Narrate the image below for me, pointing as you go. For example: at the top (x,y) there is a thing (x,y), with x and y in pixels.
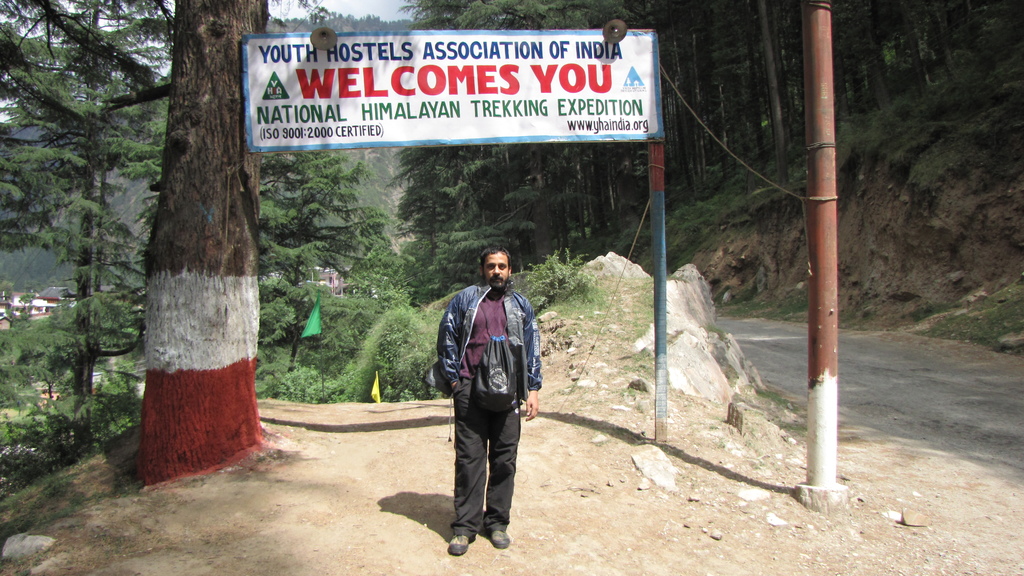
In this image we can see a man (502,256). He is wearing a jacket (451,319) and a black trouser (482,415). Here we can see the bag (500,348) on his neck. Here we can see the trunk (223,242) of a tree (217,185) on the left side (221,199). Here we can see the pole (831,238) and road (758,326) on the right side (864,337). Here we can see the welcome hoarding board (645,91). Here we can see the trees (725,15) on the left side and the right side (720,96) as well. In the background (13,305), we can see the houses (13,305).
